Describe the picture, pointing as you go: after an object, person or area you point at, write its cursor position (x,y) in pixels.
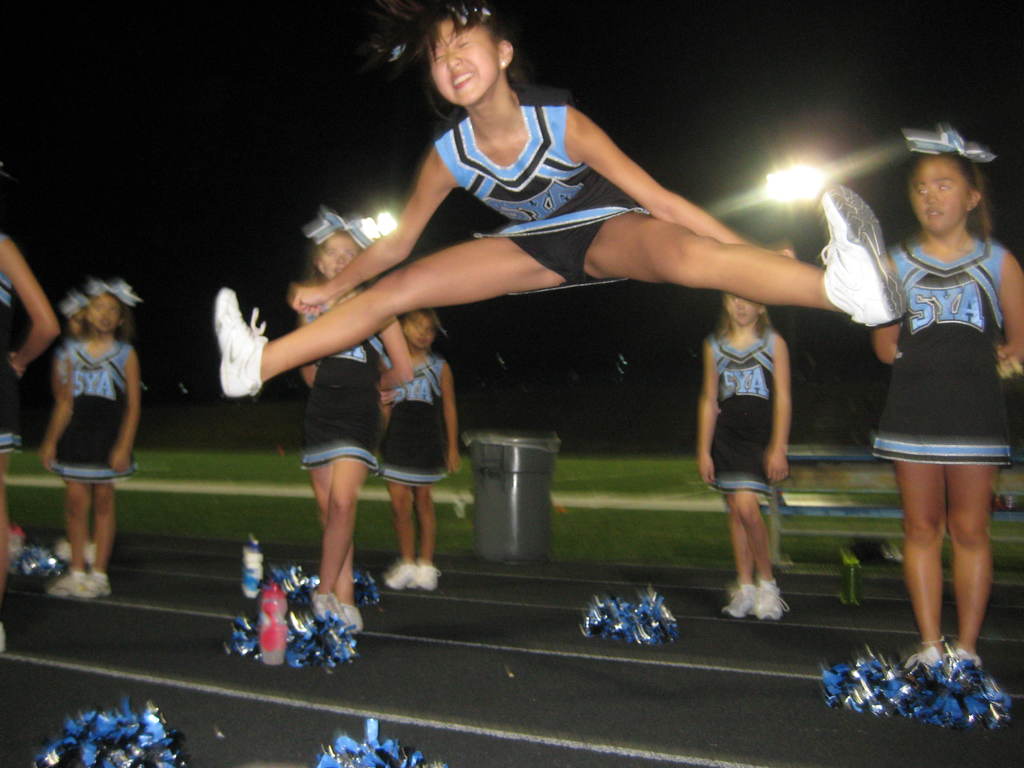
In the image there are group of girls (41,330) standing on a path (559,624) and among them, the first girl (420,188) is jumping by stretching her legs (640,246).
